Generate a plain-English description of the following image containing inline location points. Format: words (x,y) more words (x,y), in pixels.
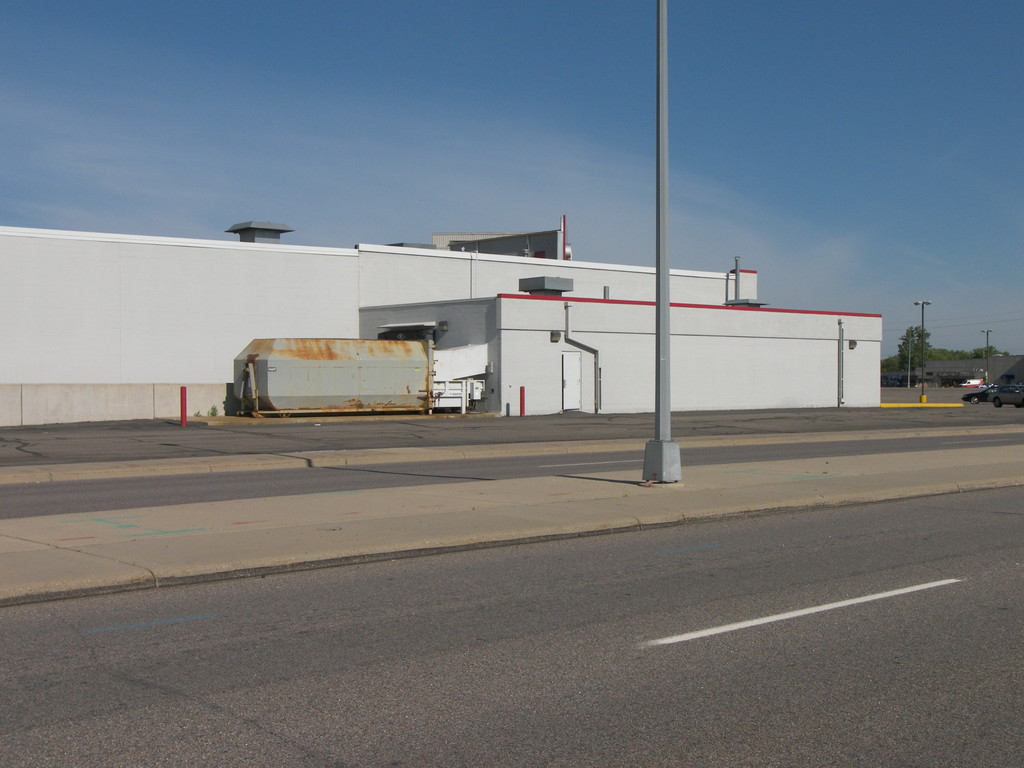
In this image we can see a road (629,619) and a building (139,320) and in the background (934,353) there are some trees (918,355), two cars (991,396) and poles (657,336) in middle of the road (701,461).
